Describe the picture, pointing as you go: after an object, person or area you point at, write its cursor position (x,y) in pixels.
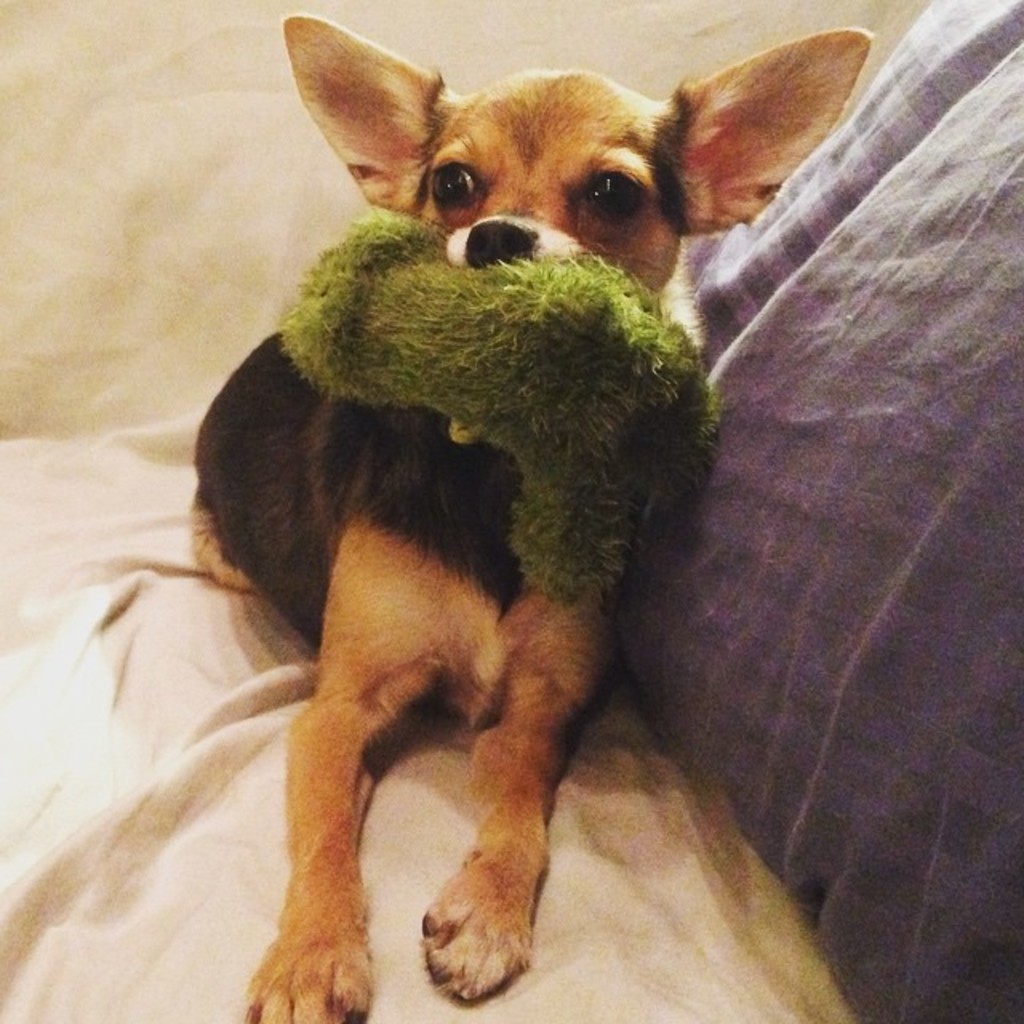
In this image I can see a dog (675,282), holding a toy (540,287) visible on the bed (555,829) and I can see a pillow (775,614) on the right side (967,645).
